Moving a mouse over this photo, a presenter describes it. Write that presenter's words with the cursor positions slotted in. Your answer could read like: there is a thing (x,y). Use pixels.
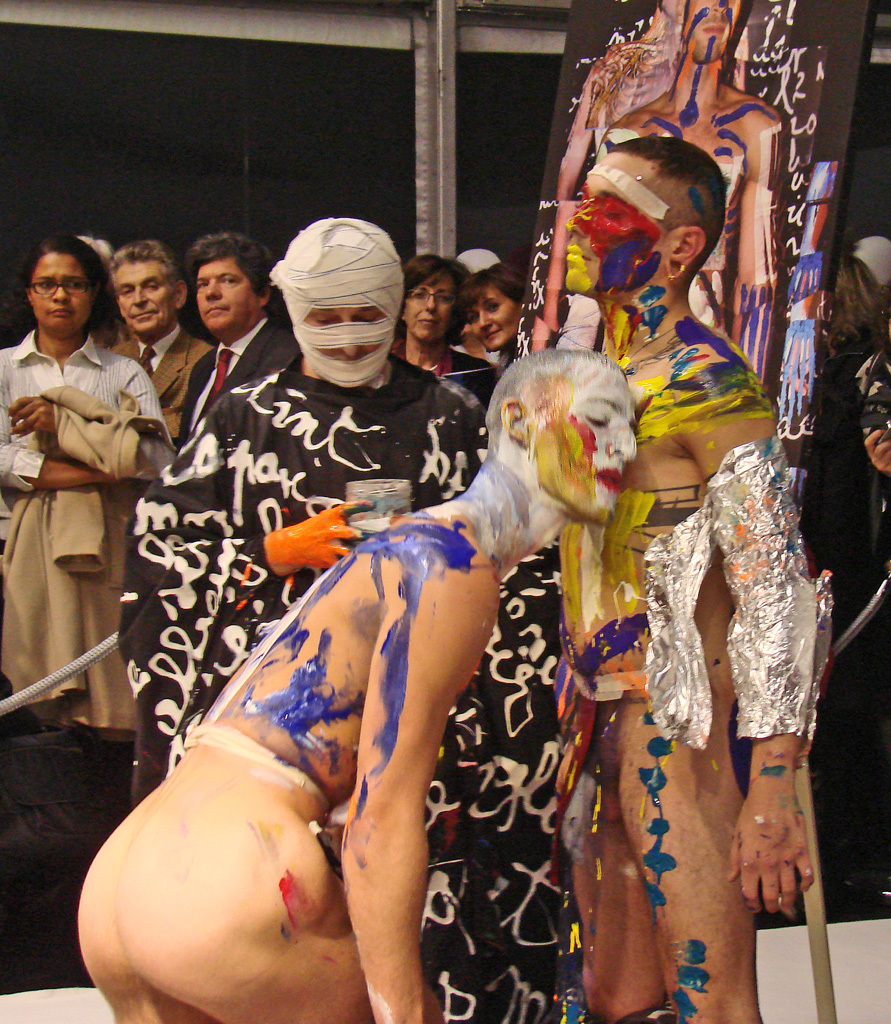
In this image we can see two persons (567,735) are standing without clothes and some paints (306,711) which are in yellow, red and blue color are applied on their body (628,317) and face (629,228). Behind one more person (374,361) is standing, wearing white color mask (335,300) on his head (322,353) and black dress (266,457). Behind them so many persons (224,369) are standing and one poster (746,81) is present.
